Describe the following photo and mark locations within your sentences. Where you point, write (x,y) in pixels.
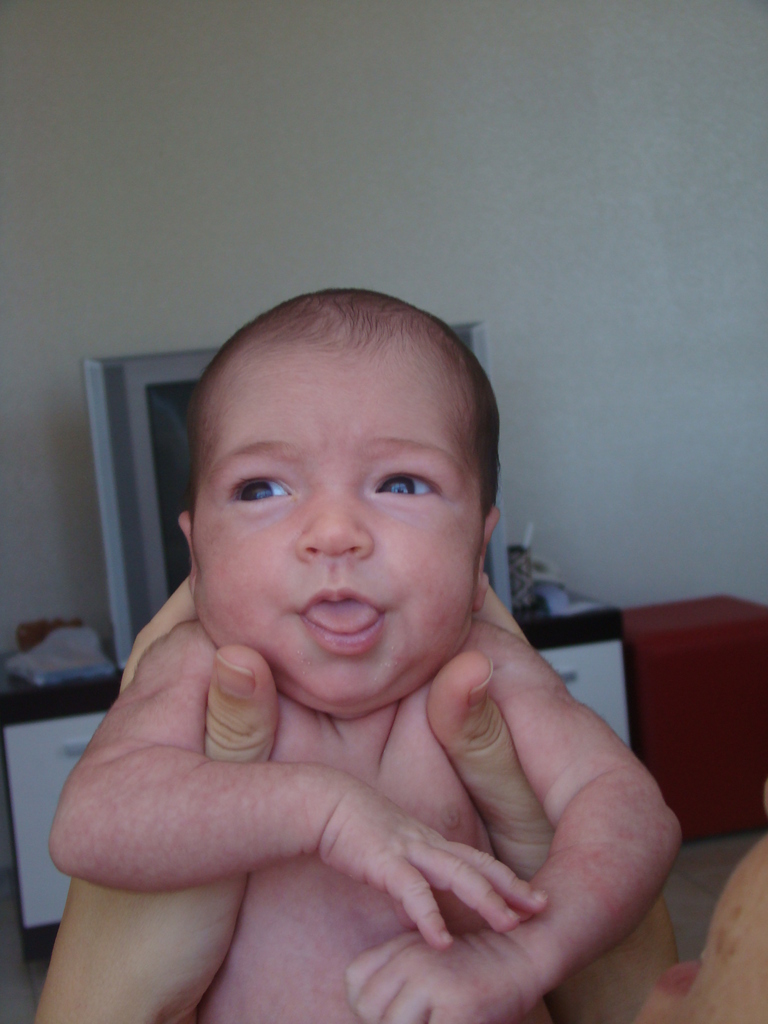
In this picture we can see a person's hands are holding a baby (461,938) and in the background (759,796) we can see a wall (690,345) and some objects (686,816).
